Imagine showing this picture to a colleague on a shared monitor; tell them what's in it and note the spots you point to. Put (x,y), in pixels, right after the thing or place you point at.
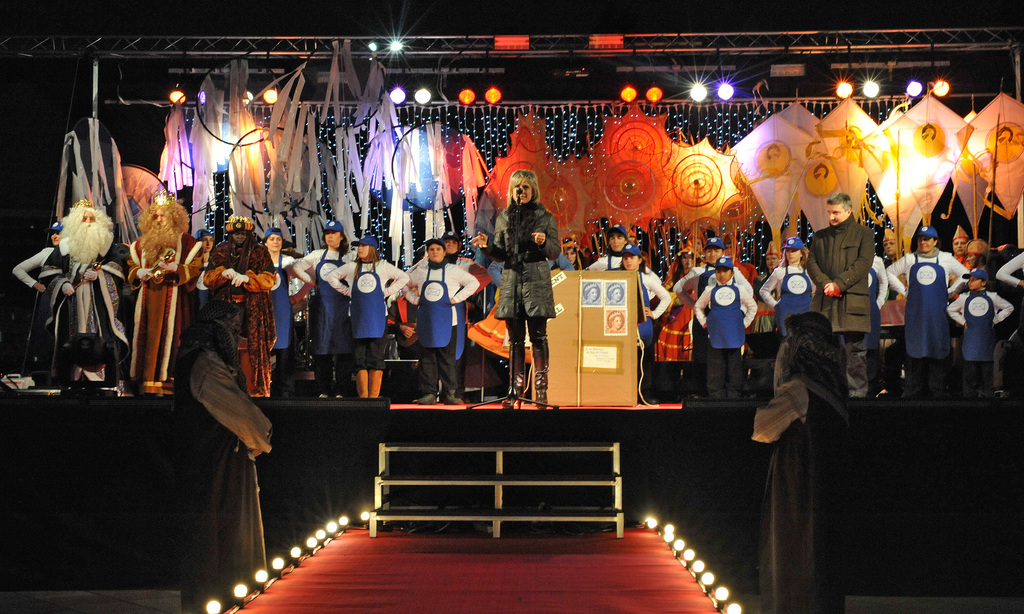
In this image, we can see a group of people (1002,279) are standing on a stage (451,422). Here a woman (535,276) is standing in-front of microphone (518,200) with rod stand (512,379). At the bottom (563,538), we can see walkway (501,548), stairs (493,516), lights (727,610) and two persons (768,524). Background we can see decorative objects (644,156), lights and rods (1023,233). Here we can see a board (565,346) with some stickers (593,346) on a stage (594,407).
